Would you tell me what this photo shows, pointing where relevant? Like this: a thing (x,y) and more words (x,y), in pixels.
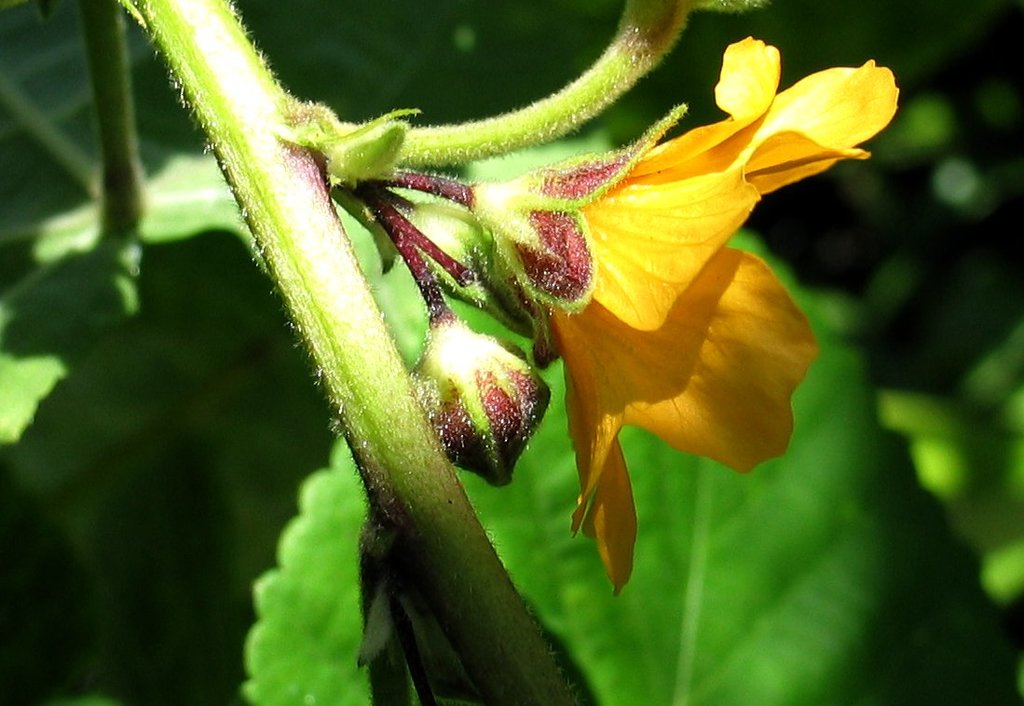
There is a zoom in picture of a stem (384,372) with some flowers (494,305) as we can see in the middle of this image (488,400).
